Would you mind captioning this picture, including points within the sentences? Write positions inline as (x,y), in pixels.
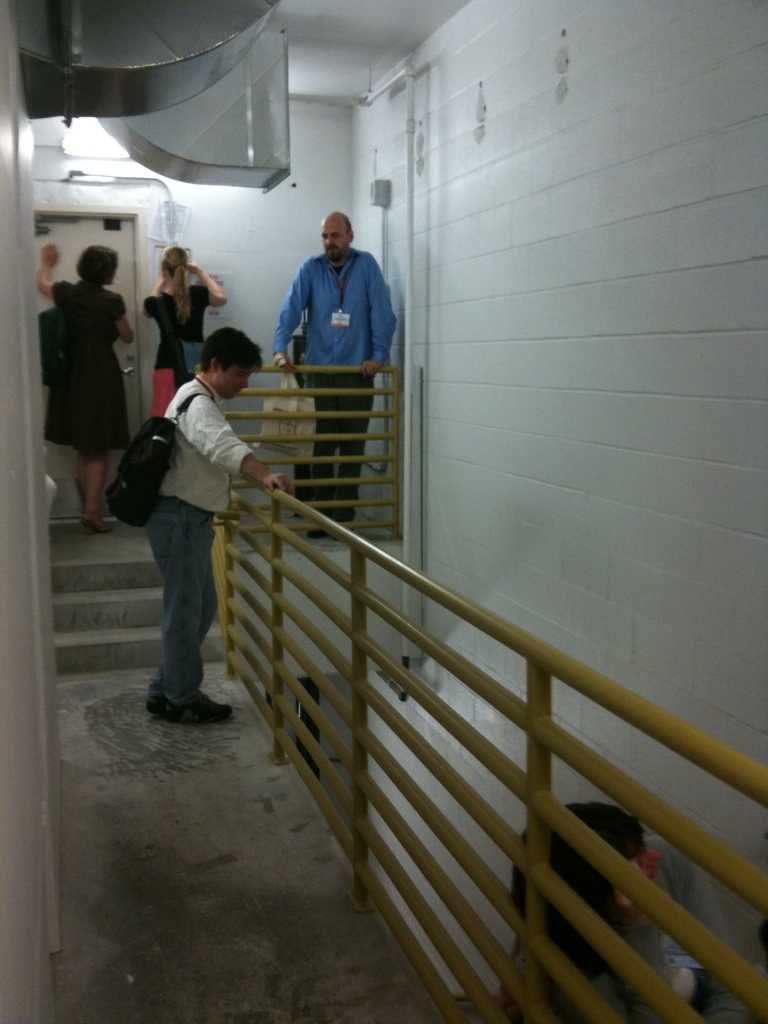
In the center of the image (277,352) we can see a few people (208,405) are standing. Among them, we can see two persons (367,262) are holding some objects (293,388) and one man (204,473) wearing a backpack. In the background (235,230) there is a wall (356,186), roof (378,60), fence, door (70,227), light (89,142) and a few other objects (82,585).
